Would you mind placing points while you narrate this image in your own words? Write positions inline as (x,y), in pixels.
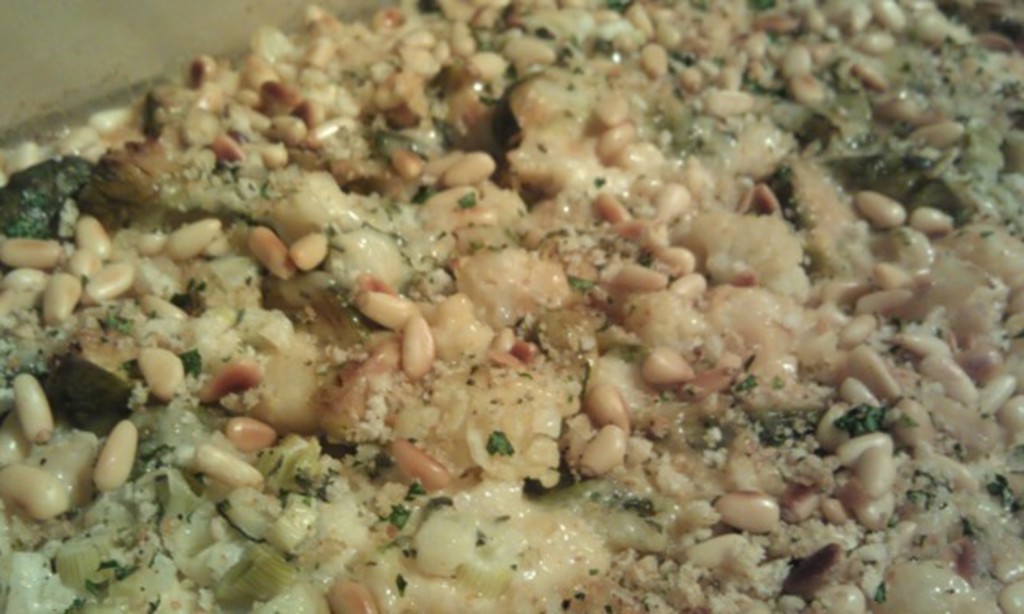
In this image we can see some food (499,341).
